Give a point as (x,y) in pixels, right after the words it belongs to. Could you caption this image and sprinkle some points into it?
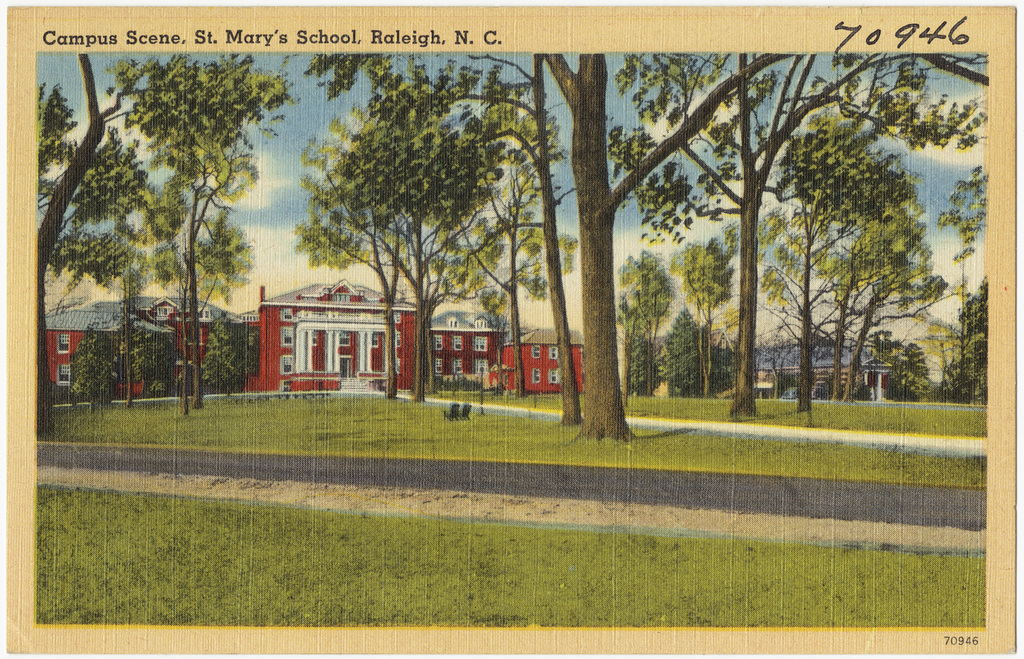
In this picture I can observe road (293,465) in the bottom of the picture (556,478). In the middle of the picture (439,351) I can observe red color building (296,339). In front of the building (319,306) there are some trees (166,259). In the background (273,228) I can observe clouds (279,191) in the sky (275,181). In the top of the picture (283,40) I can observe text (312,34).
